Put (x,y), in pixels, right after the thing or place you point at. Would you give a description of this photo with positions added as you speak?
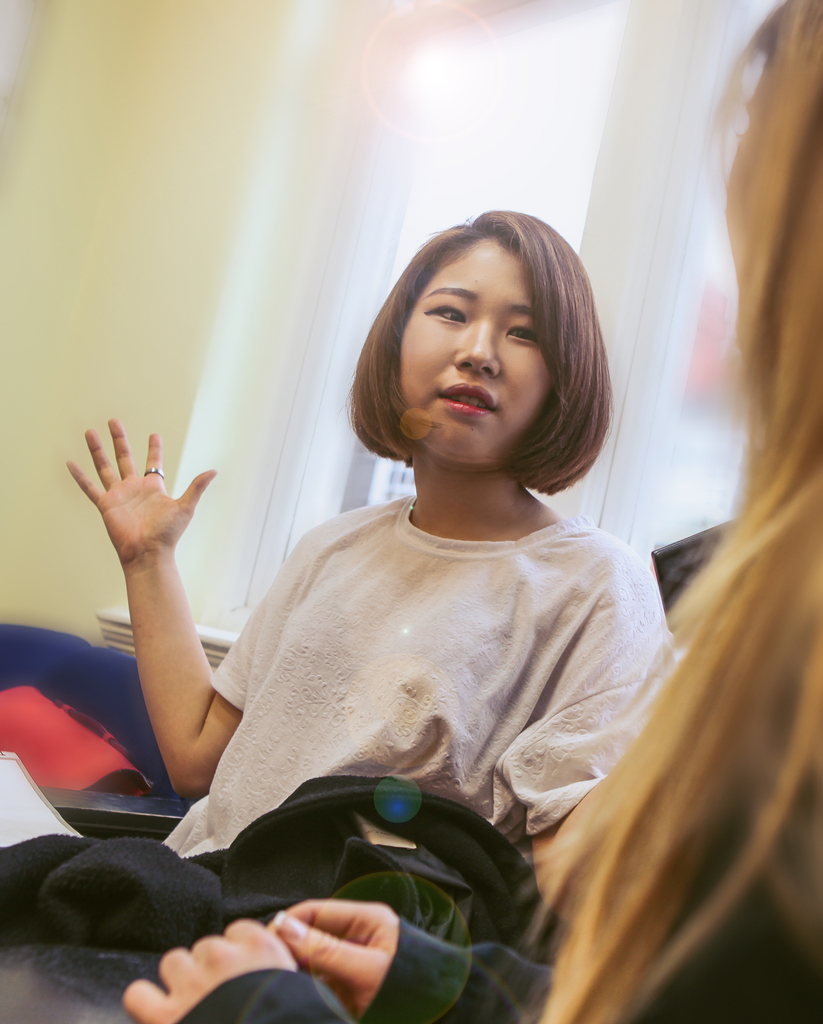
2 women (479,596) are sitting in a room (22,320). A woman (438,471) is wearing a white t shirt (341,691). There is a window (397,188) at the back (375,236).
